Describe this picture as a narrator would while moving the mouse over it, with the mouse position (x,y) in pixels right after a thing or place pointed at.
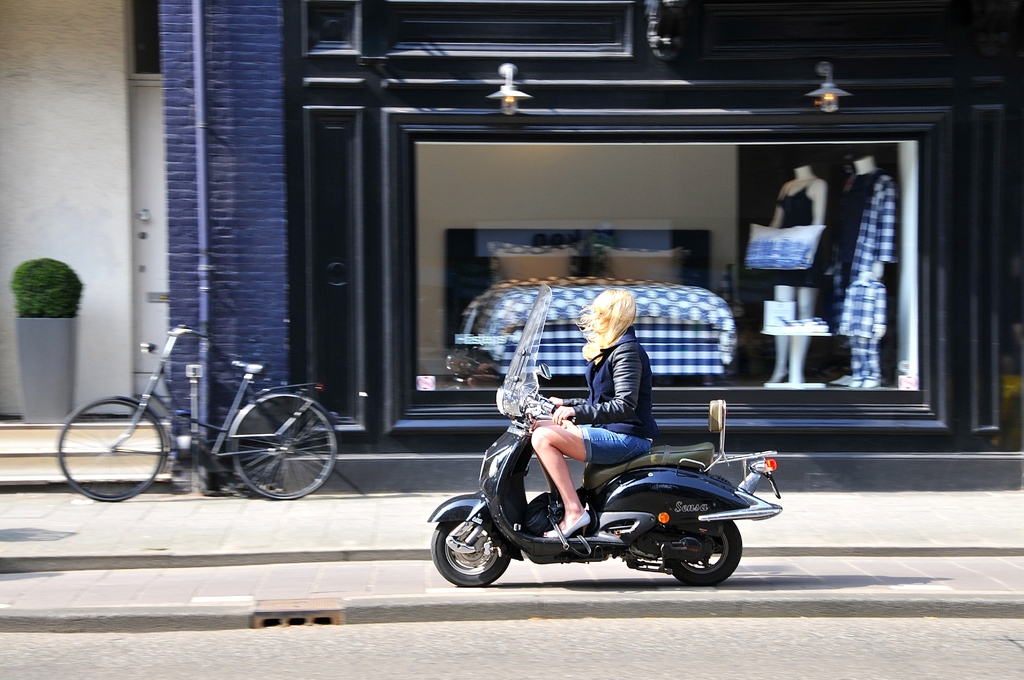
In this image I can see a person (573,431) is sitting on their bike (665,455). In the background (588,394) I can see a cycle (313,490), a plant (37,332), two mannequins (823,202) and a building (748,205).
